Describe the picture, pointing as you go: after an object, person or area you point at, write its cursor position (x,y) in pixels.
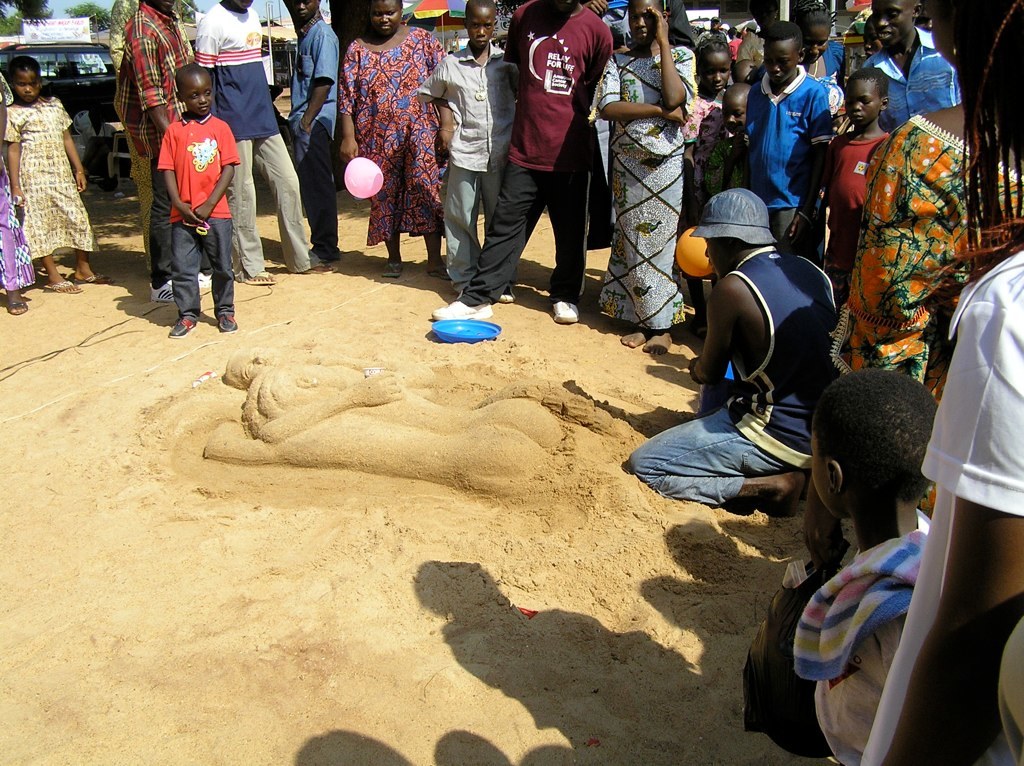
In this image there is sand (245,576) towards the bottom of the image (243,631), there is a sand art (382,410), there are objects (476,330) on the sand (418,332), there are a group of persons (441,130) standing towards the top of the image (603,108), there are a group of persons (860,156) towards the right of the image (904,337), the persons (869,343) are holding an object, there are vehicles (73,61), there are objects (444,16) towards the top of the image (70,27), there is a tree (37,14) towards the top of the image (53,12), there is the sky (107,7) towards the top of the image (55,3).
